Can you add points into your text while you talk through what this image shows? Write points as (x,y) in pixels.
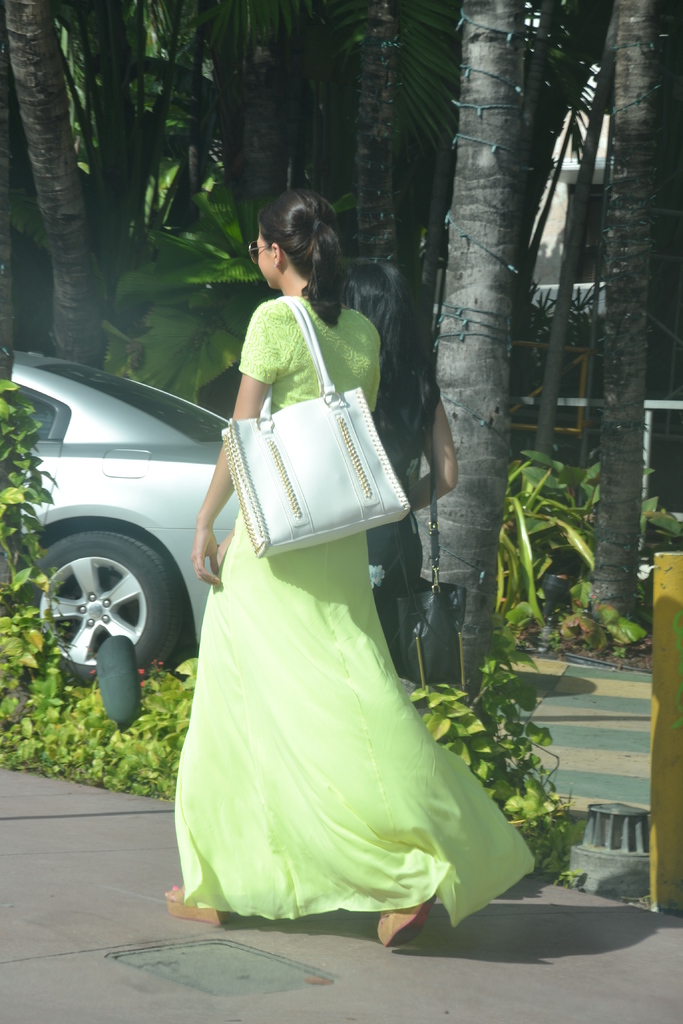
In this image I can see a woman (271,302) in green dress (302,587) is standing, I can also see she is carrying a bag (287,486). In the background (72,763) I can see number of trees (266,88), plants (32,688) and a vehicle (171,590).
